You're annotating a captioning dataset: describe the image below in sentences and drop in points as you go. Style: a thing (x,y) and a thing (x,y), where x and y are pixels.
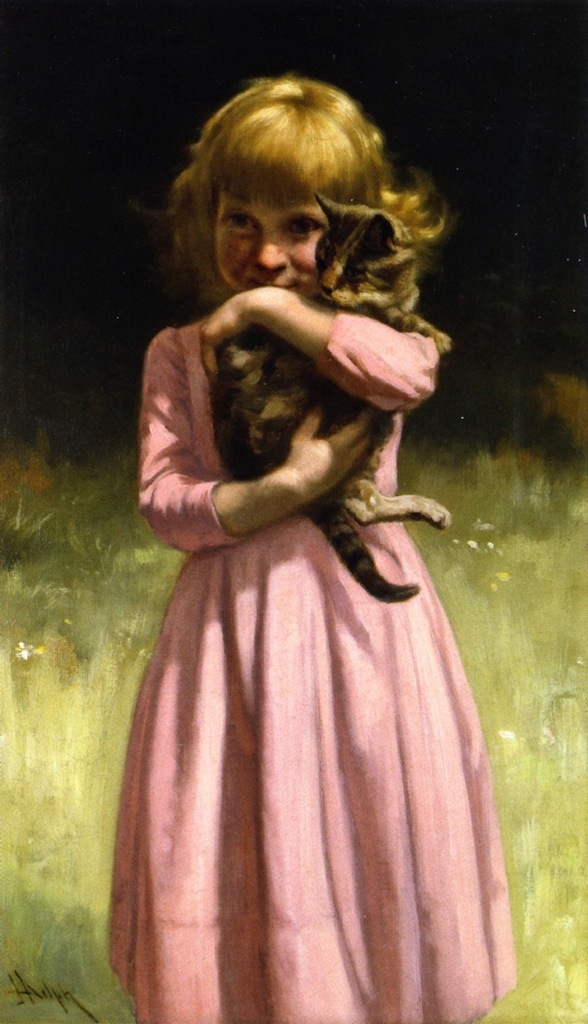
This is a painted image we can see there is a girl (281,330) holding a cat (325,383) in the middle of this image (286,515).
